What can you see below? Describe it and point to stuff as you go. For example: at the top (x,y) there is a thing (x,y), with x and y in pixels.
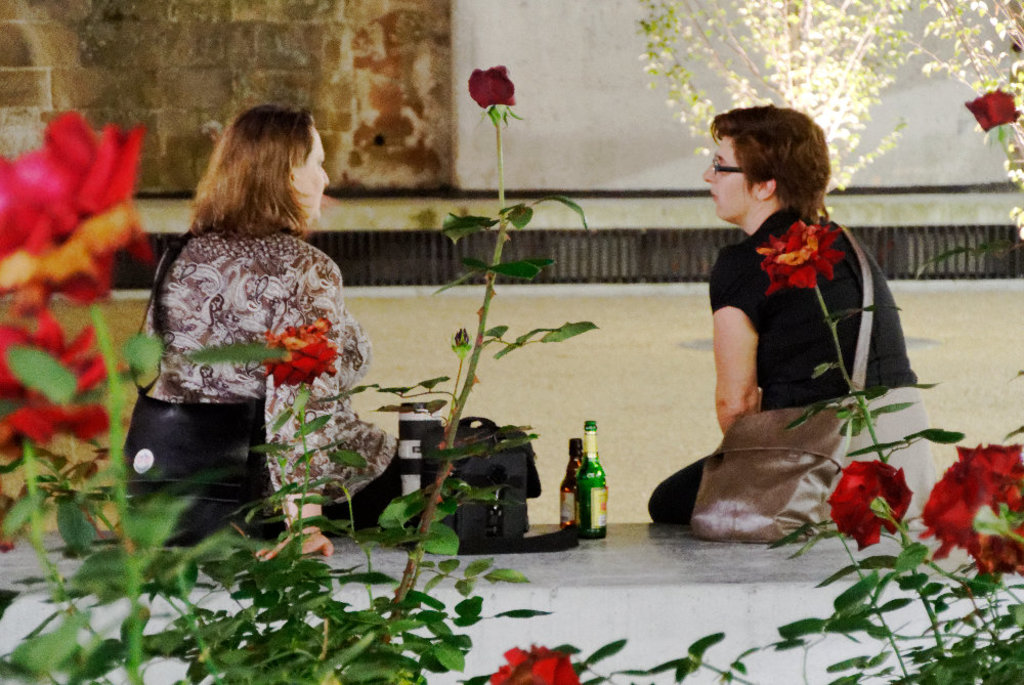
In this image, we can see rose plants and there are some people (268,316) sitting on the stone (531,566) and are wearing bags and we can see a bag (510,496) and bottles (598,505) and there is a wall (417,41). In the middle (603,374), there is road (623,304) and we can see a grille (626,264).
